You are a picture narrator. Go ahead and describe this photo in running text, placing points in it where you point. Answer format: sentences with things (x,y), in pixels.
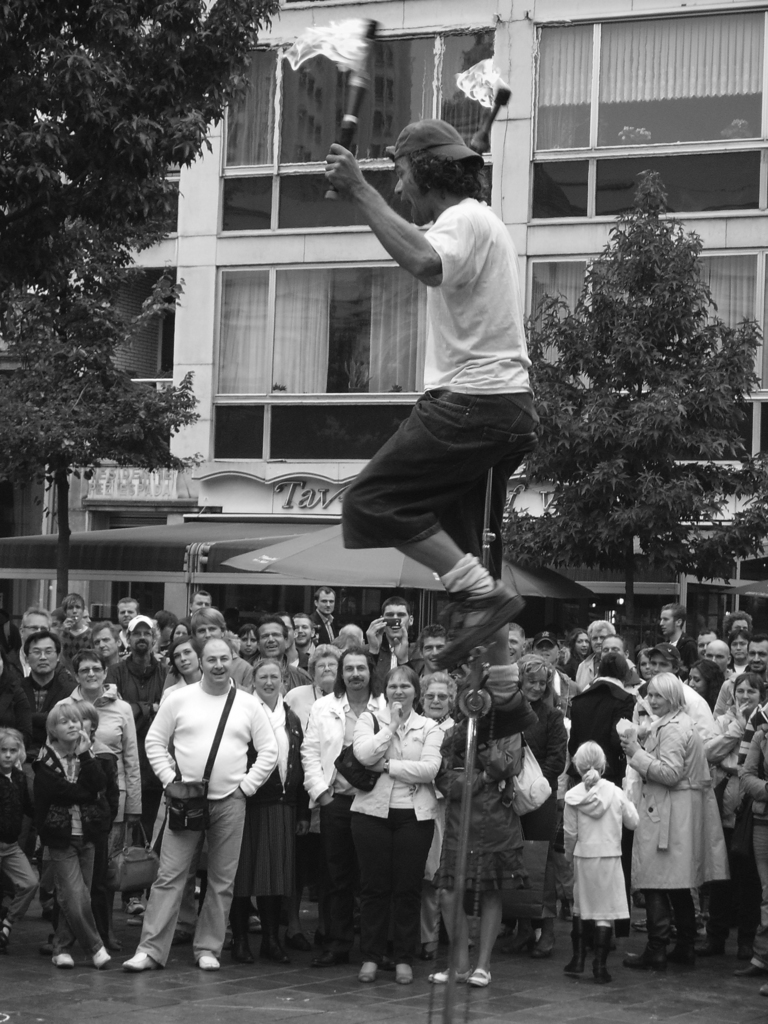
In the picture I can see a man (355,534) is riding a unicycle (460,866). In the background (460,786) I can see group of people (270,767) are standing on the ground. I can also see a building (331,459), trees (108,178) and some other objects (336,513). This picture is black and white in color.
